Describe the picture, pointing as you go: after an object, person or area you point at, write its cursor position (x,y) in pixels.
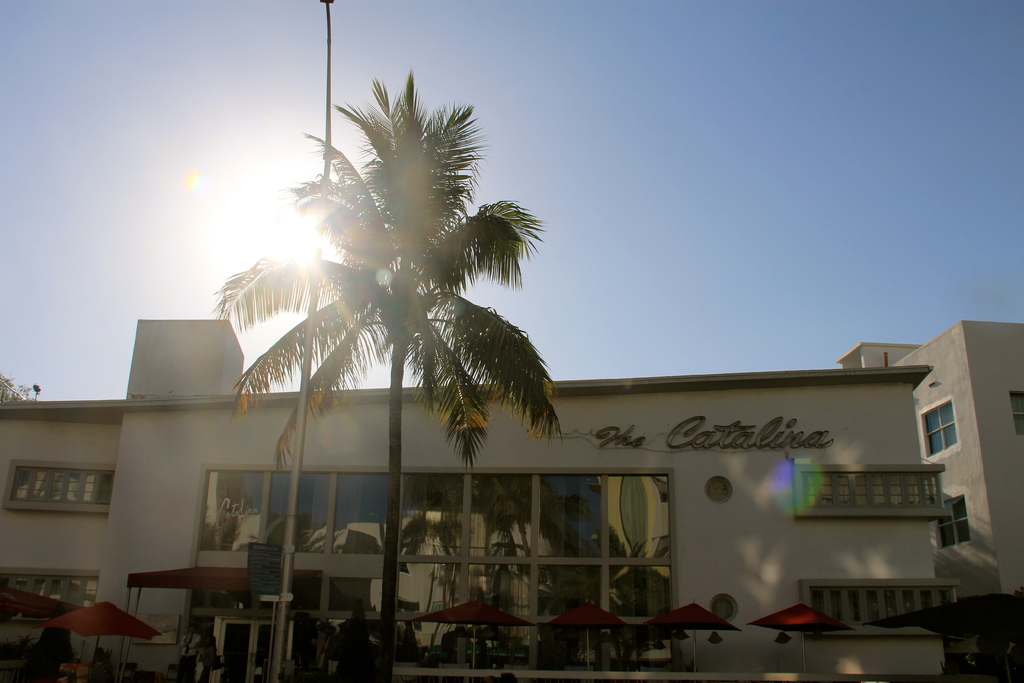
In this image in front (337,357) there is a tree (512,259). Beside the tree (516,230) there is a pole (291,569) and a board (254,573). On the backside (743,511) there is a building (745,491) and in front of the building (609,593) there are tents (14,604). In the background (748,211) there is sky (771,224).
